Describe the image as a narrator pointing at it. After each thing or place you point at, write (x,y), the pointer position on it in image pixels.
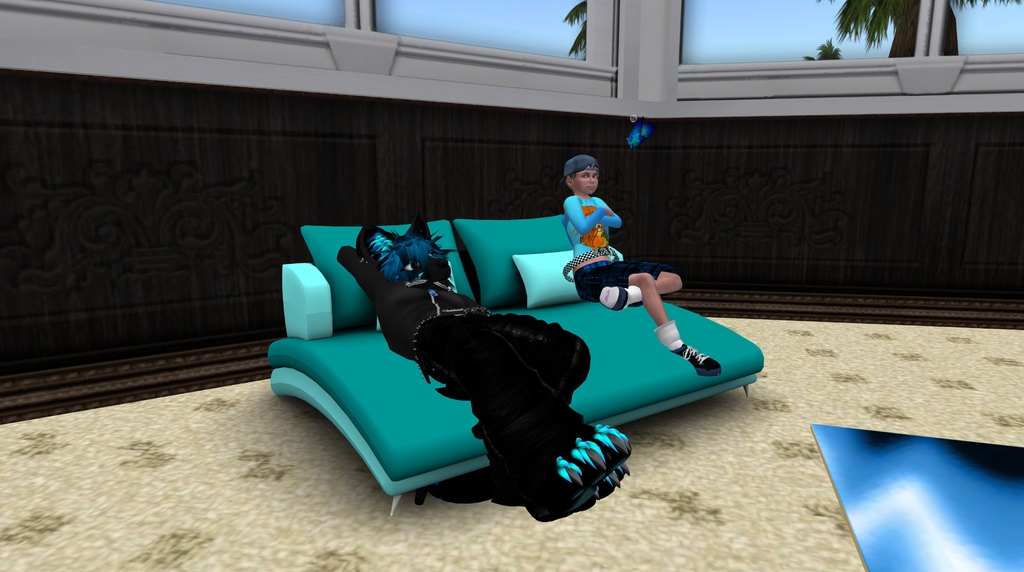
This is an animated image, in this image there is a sofa (583,336) on a floor (619,513) and a person (642,295) and an animal (524,330) sitting on a sofa (577,321), in the background (440,108) there is a wall (912,106) and glass windows (782,29).
